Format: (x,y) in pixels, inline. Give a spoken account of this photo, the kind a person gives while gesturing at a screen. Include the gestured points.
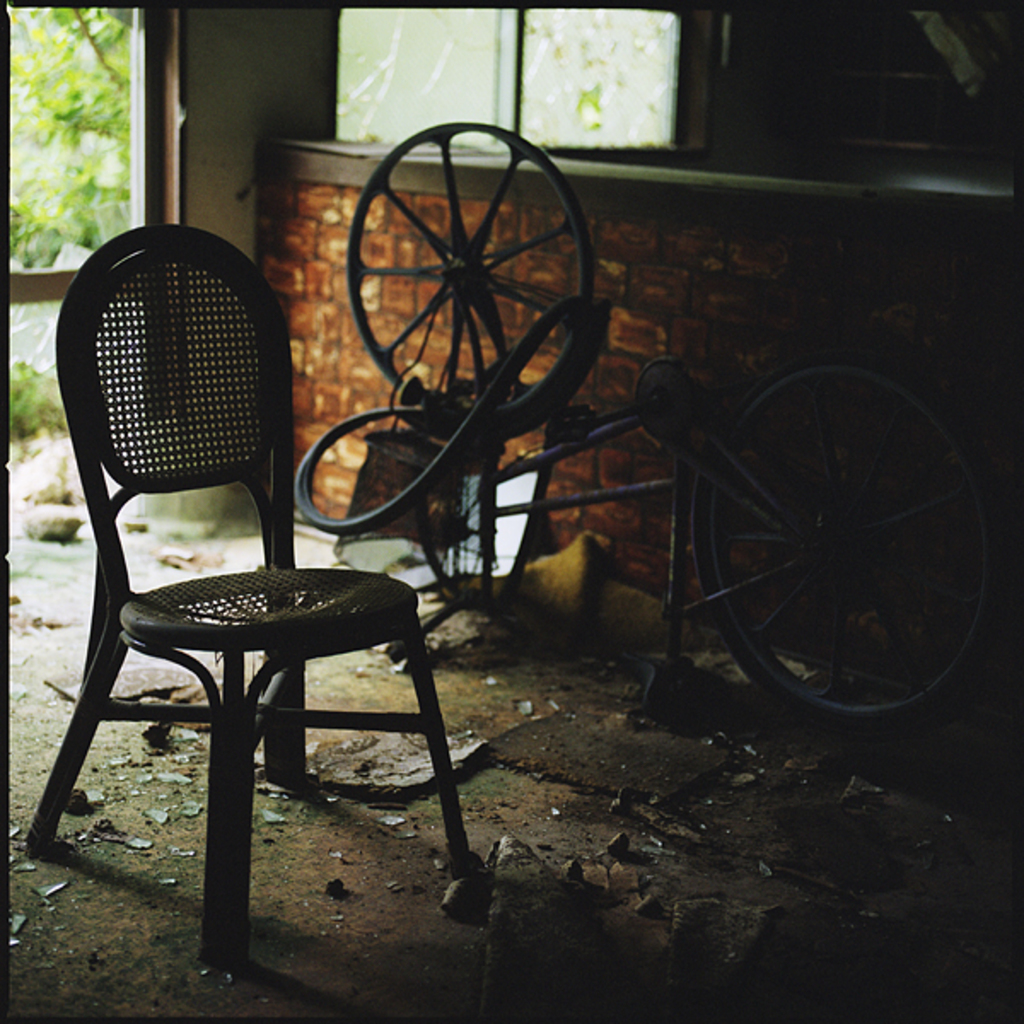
In this Image I see a chair (265,329) and a cycle (374,411) on the ground (75,599).
